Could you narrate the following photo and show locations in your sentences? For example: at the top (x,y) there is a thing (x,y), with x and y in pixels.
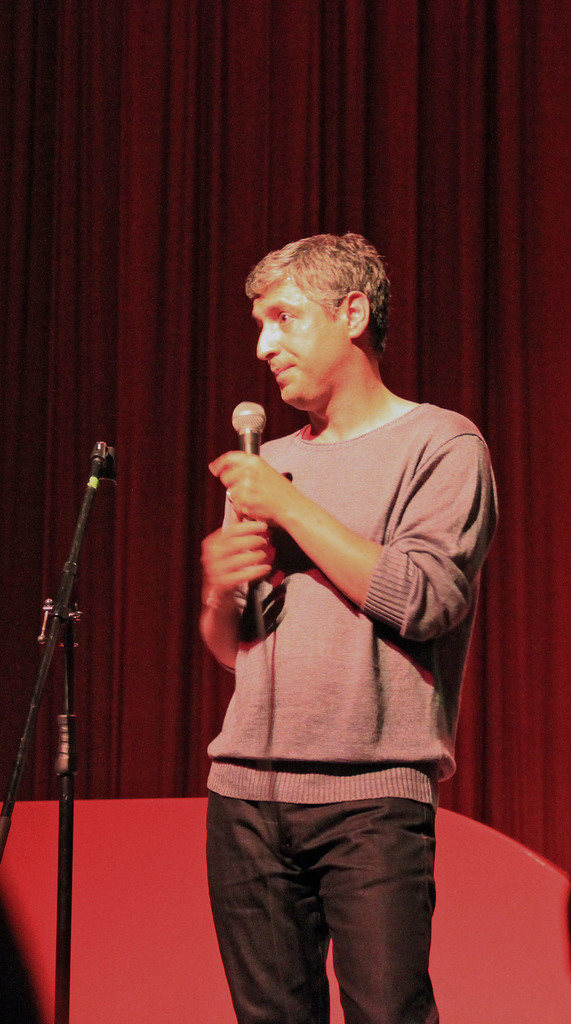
In the middle of the image (270,664) a man (288,965) is standing and holding a microphone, Behind him there is a curtain (346,135).
